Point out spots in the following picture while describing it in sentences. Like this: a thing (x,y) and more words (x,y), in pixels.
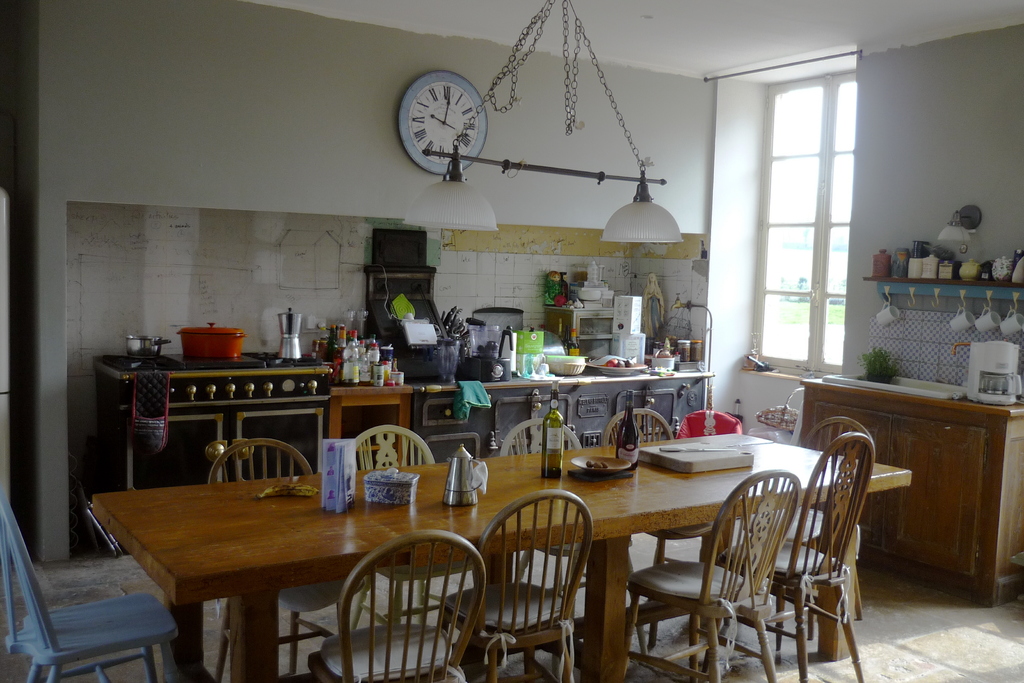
This is a picture of kitchen (403,538) here we can see the dining table (652,474) which consists of ten chairs (656,421) around it. In the dining table (498,487) we can see the different items (343,484) such as bottle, chopping (692,457) board, kettle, tissue paper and banana (292,487). Beside that we can see the wall (536,146). here there are number of items (542,340) present in the kitchen (636,356), there is also a window (802,256) which is near to the wall (740,297) and there is also a table (956,439) and there are different cups (893,312) hanging on the stand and here we can also see a lamp (472,200) hanging on the wall (490,173).
